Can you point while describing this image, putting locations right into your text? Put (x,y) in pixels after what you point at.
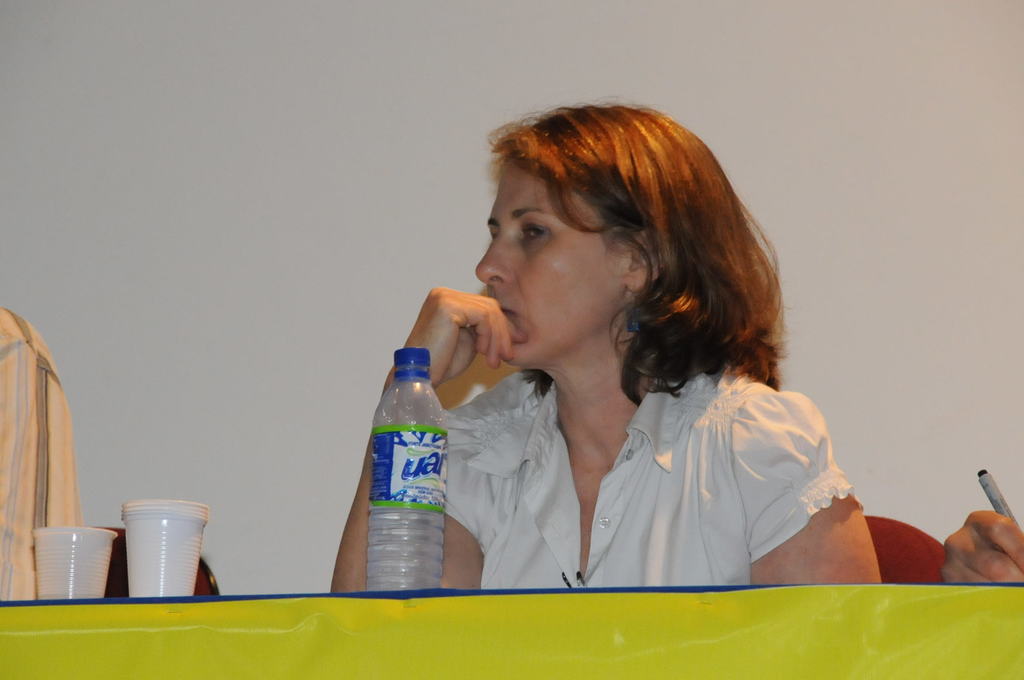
In the image, there is a woman (692,434) there is a table (468,603) in front of her, on the table (481,602) there are glasses (195,509) and a bottle (414,382), in the background (337,141) there is white color wall (830,71).
